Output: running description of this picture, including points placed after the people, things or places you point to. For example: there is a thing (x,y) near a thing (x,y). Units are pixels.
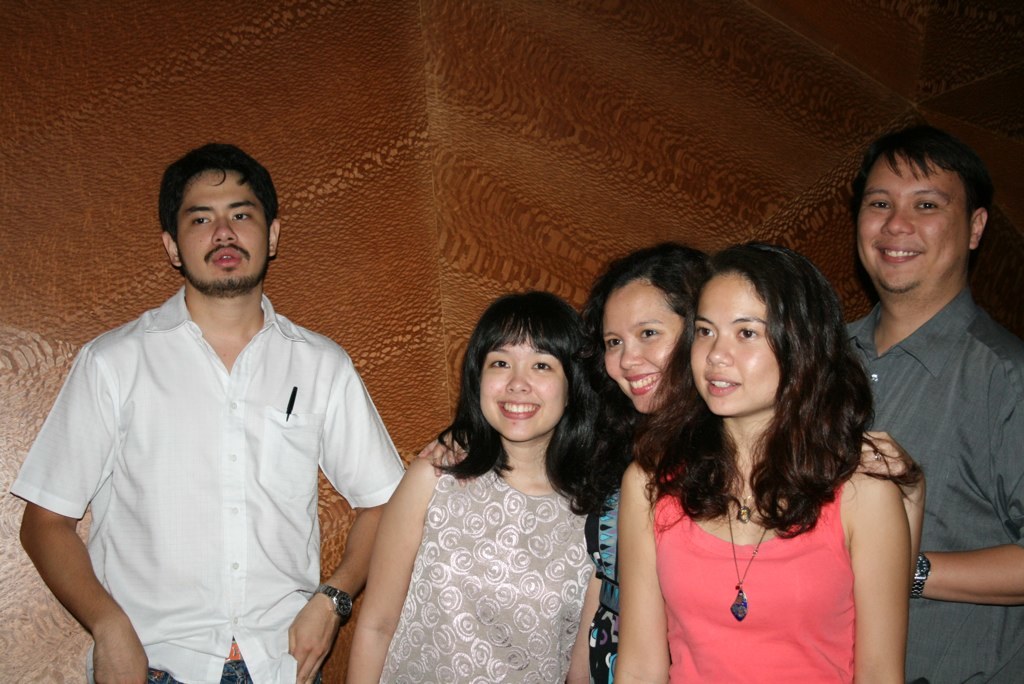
In this image, we can see a group of people (265,608) are standing and watching. Few people (645,498) are smiling. Background (681,177) we can see wall (457,212).
